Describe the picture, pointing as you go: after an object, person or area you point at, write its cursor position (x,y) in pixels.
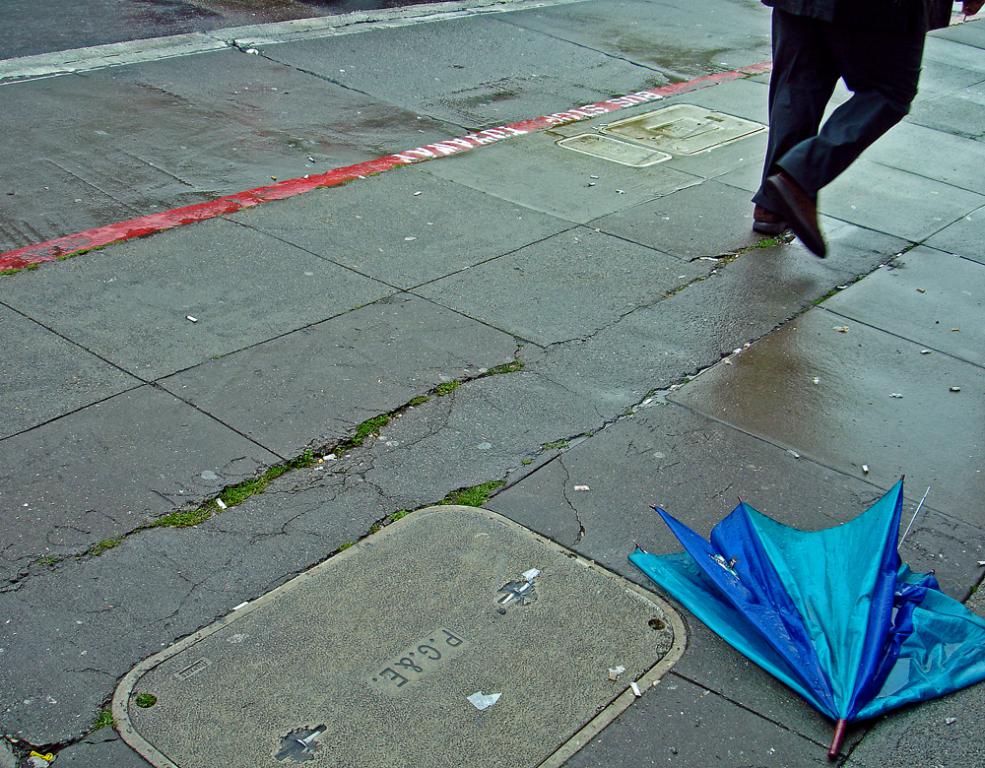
In this picture there is an umbrella (799,665) on the floor (774,682) in the bottom right side of the image (793,601) and there is a man (773,101) at the top side of the image (792,118).
